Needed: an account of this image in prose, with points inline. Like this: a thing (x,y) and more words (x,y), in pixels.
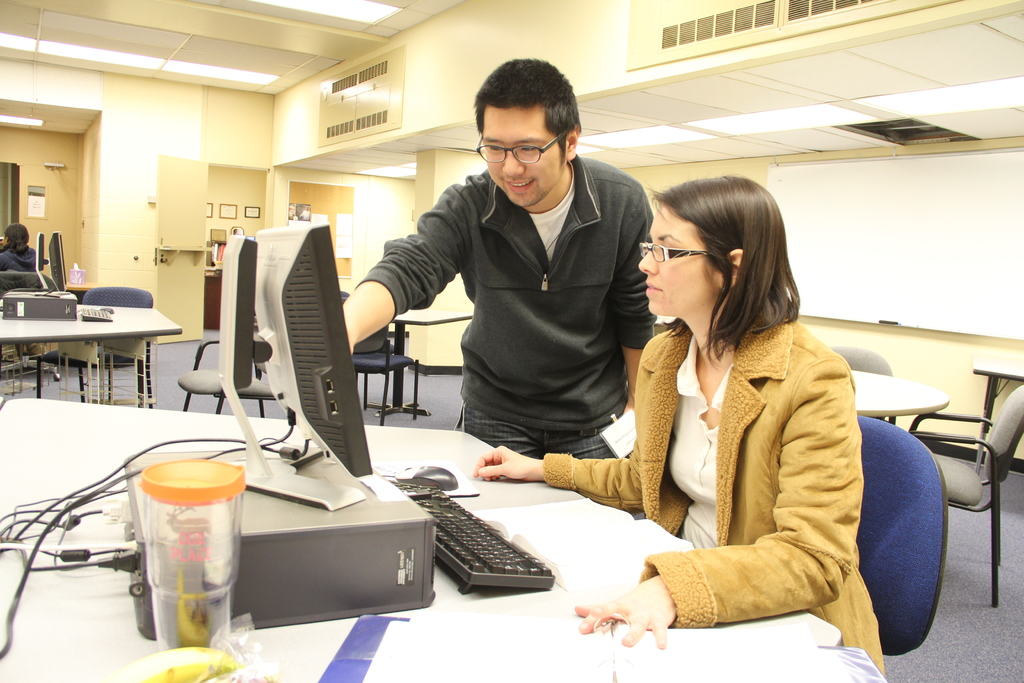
Here in the front (787,446) we can see a woman (814,467) sitting on a chair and beside her we can see a man (620,199) standing and in front of them we can see a monitor (280,461), a keyboard (439,515) and a mouse (433,475) and a CPU (368,502) present on the table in front of them and there is also a bottle (154,499) present on the table (208,442) and beside them we can see some tables (154,334) and chairs (199,381) present and there are lights (350,15) at the top (364,13).
